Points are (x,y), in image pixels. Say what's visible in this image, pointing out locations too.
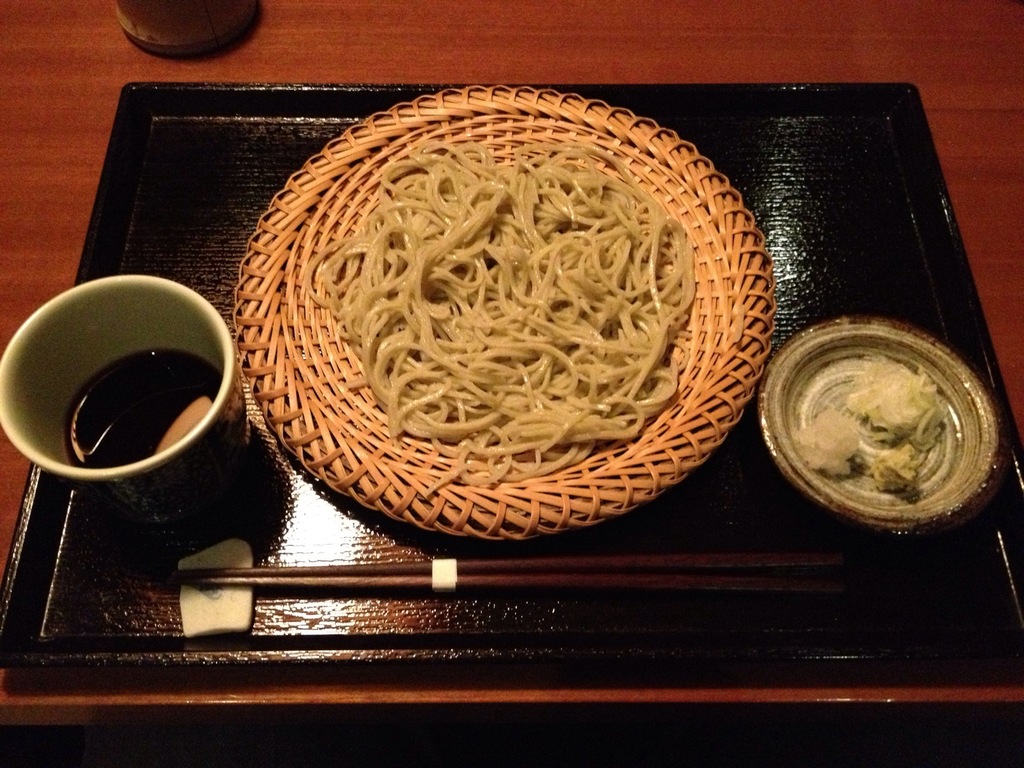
In this image there is a tray (608,543). On tray (586,527) there are food items (160,443), chopsticks (640,558) which was placed on the wooden table (792,34).
